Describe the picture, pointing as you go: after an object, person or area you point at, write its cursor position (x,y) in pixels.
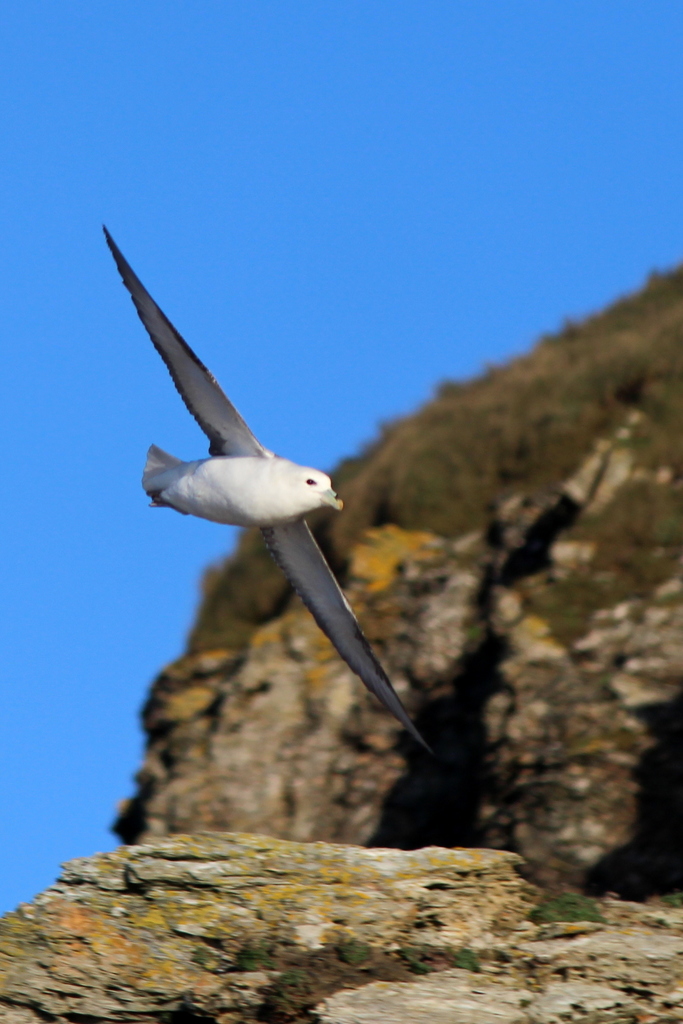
In this image I can see the bird (246,517) in the air. The bird (246,517) is in white and ash color. In the background (545,872) I can see the mountain (490,775) and the blue sky (299,219).
